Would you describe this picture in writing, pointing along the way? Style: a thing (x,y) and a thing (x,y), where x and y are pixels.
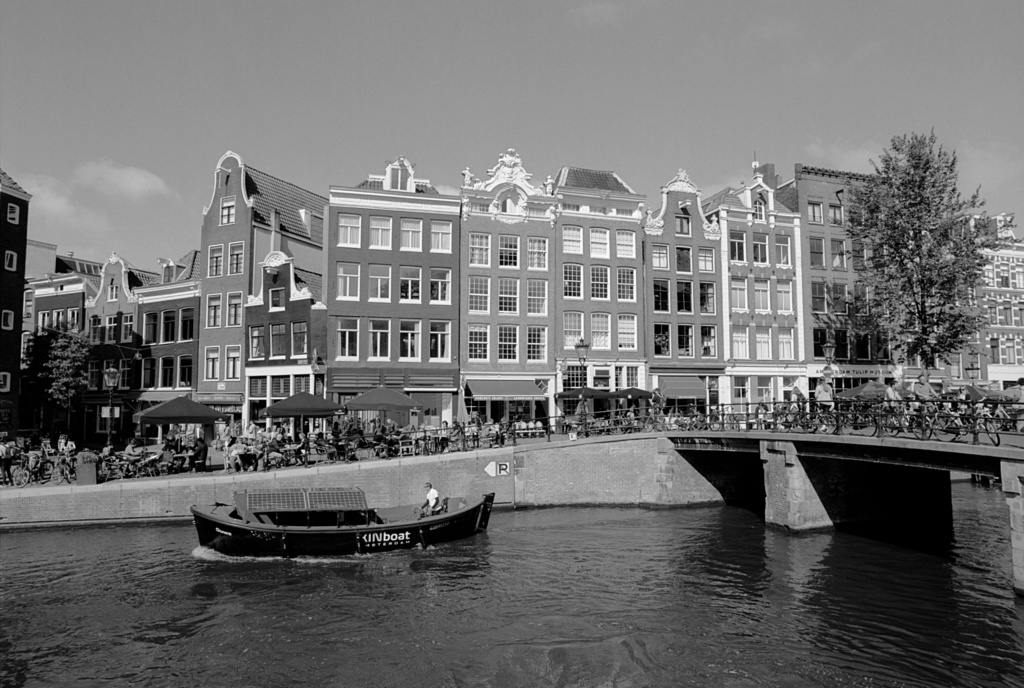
These are buildings (489,366) and trees (965,277), this is boat (368,530) in the water (485,598), this is sky (452,118).
